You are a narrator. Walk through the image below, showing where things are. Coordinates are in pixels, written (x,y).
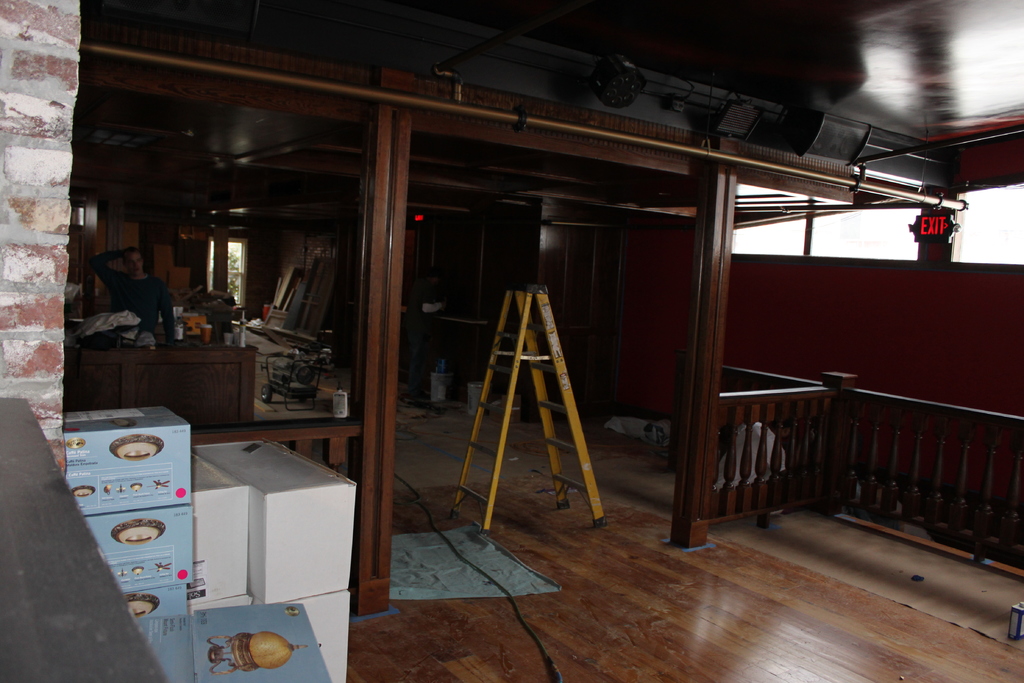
In this image on the left side (207,551) there are some boxes (316,548), and in the center (505,428) there is a ladder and on the right side (842,439) there is a railing (891,460). In the background (237,282) there are some tables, window (240,266), door (319,305) and some other objects (83,339). At the bottom (454,598) there is floor (645,596), on the floor (589,572) there is wire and at the top (790,69) there is ceiling (570,47) and some lights (625,98). On the left side (39,141) there is a wall (32,58) and table (92,611).
